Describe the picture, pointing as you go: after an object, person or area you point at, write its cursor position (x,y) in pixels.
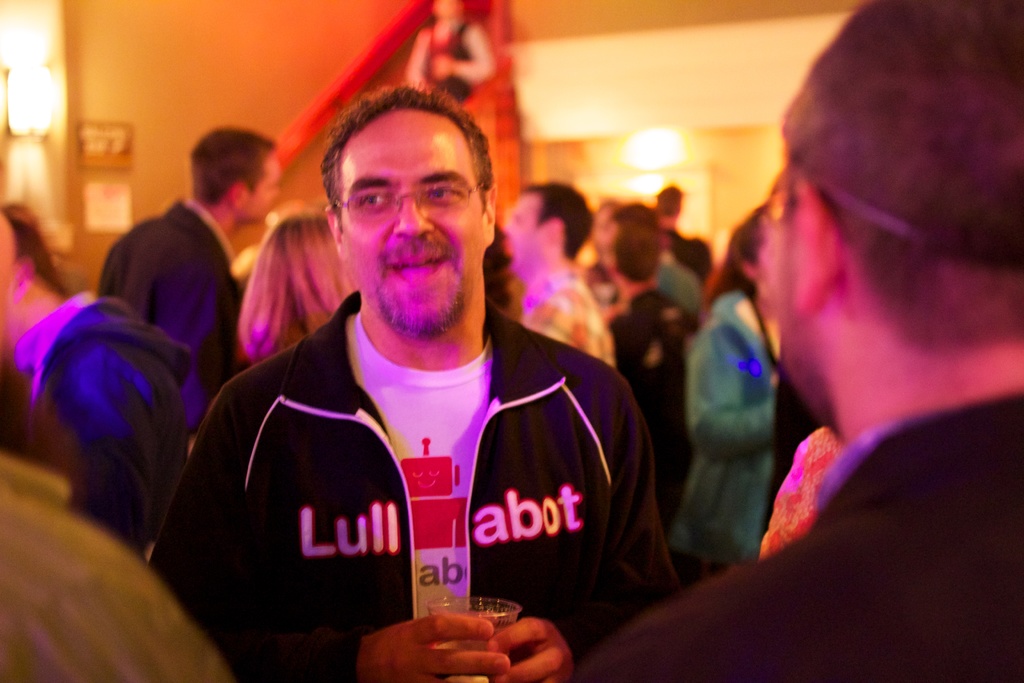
In this picture I can see there is a man (378,192) here and in the backdrop (31,324) there are many people (594,241) standing and there is a wall (90,220).
